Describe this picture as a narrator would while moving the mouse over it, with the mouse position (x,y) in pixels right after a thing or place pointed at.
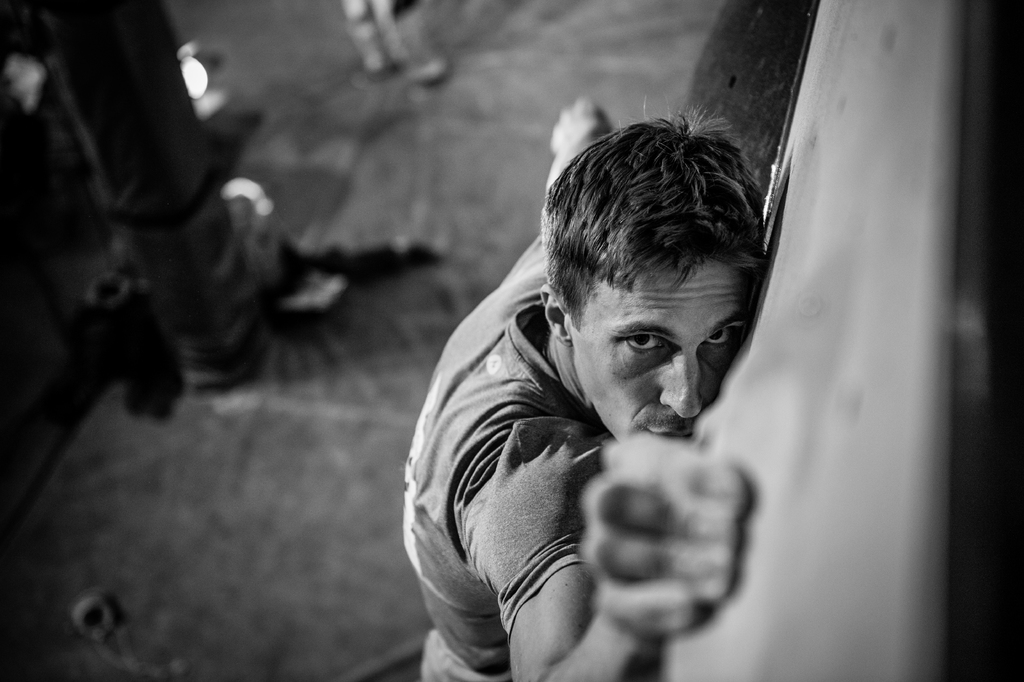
In the image in the center (582,312), we can see one person (568,368) climbing. In the background (77,242) there is a person (155,196) and a few other objects (248,216).
